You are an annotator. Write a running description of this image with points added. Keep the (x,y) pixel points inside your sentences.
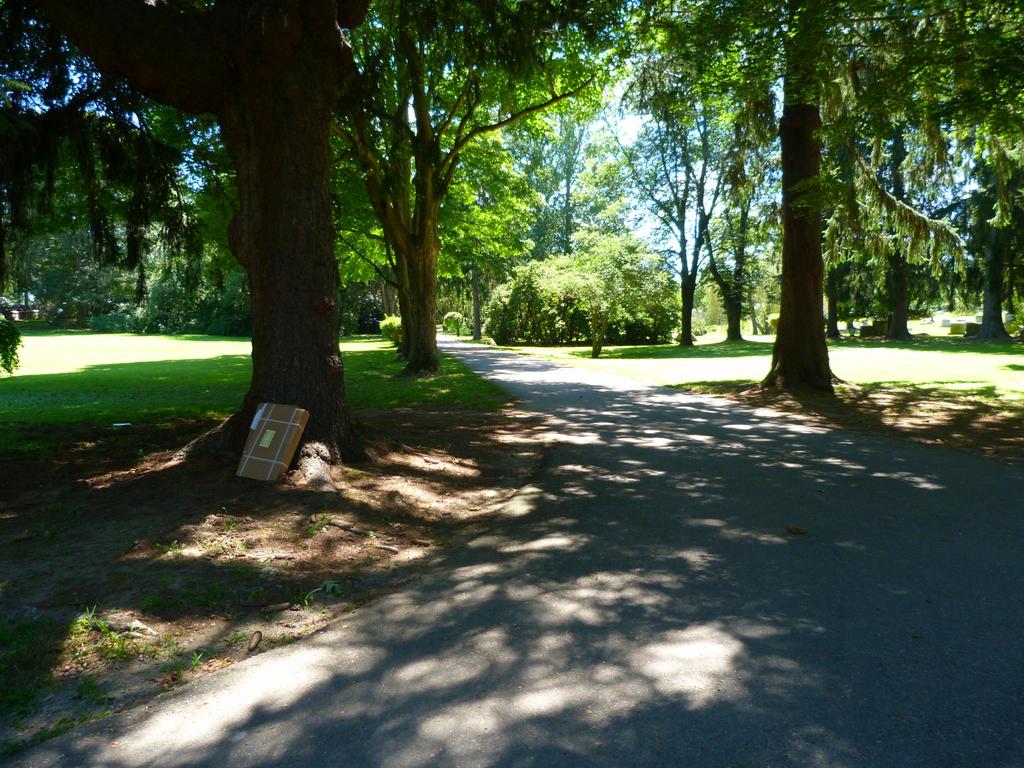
In this image we can see a road (749,727), trees (450,313), grass (206,369) and sky (612,172).
